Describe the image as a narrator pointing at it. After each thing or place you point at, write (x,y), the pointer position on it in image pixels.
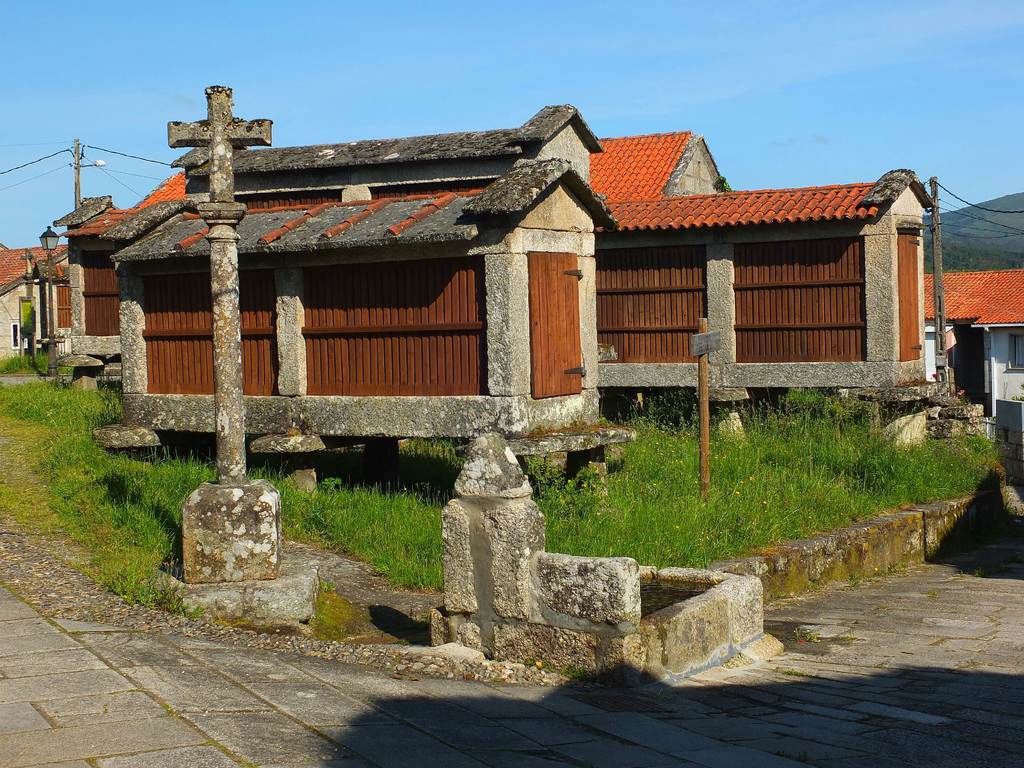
In this image, we can see few houses (538,360), walls (871,360), doors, pillar (223,405), poles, street light (42,246) and grass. At the bottom (89,747), we can see the walkway (326,726). Background (405,90) we can see the sky (660,72), hill (956,213) and wires (975,219).
